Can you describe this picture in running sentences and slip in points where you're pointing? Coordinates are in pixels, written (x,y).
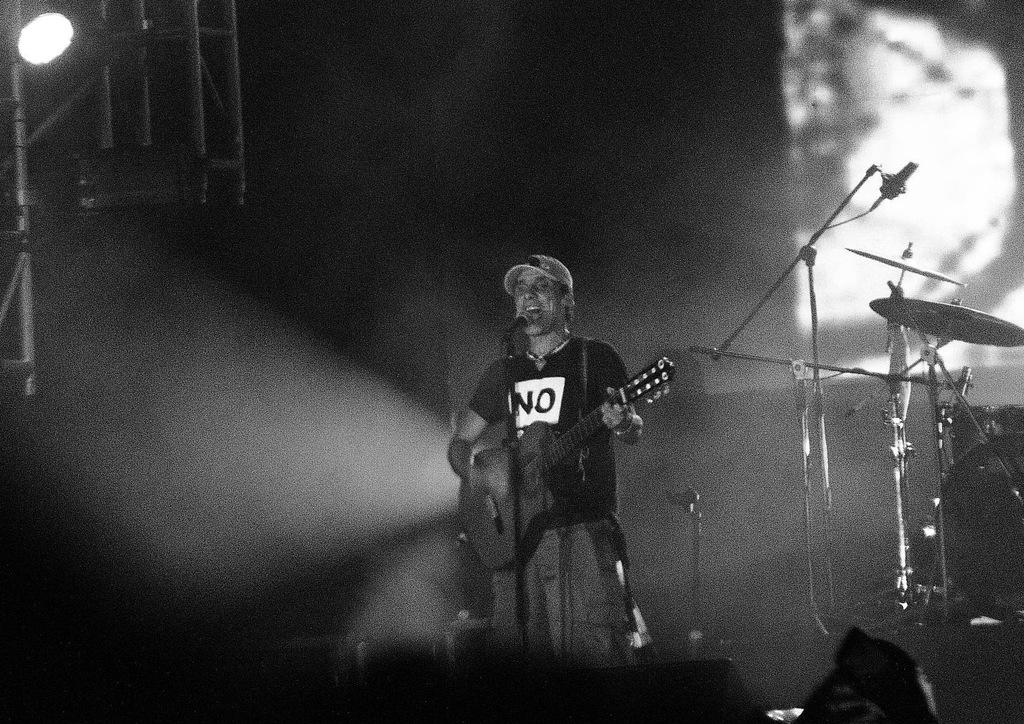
In this image i can see a person (596,475) standing and holding a guitar (523,450), I can see microphone (514,324) in front of them. In the background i can see few musical instruments (871,301) and a light (40,28).
